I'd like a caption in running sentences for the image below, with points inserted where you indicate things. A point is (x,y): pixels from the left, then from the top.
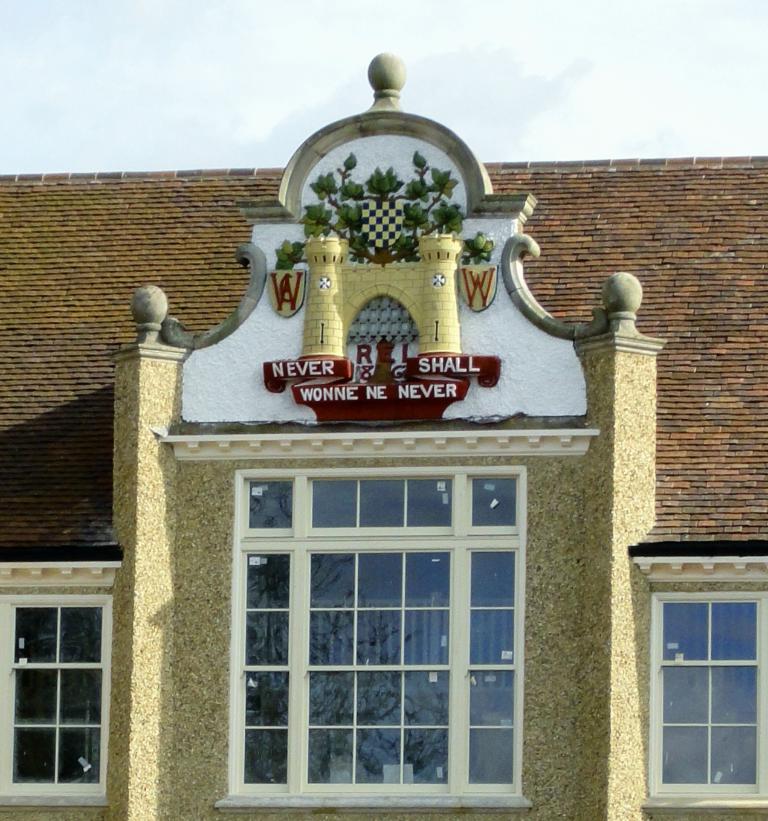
In this image I can see a building (439,457). I can see windows (518,666). I can see some text (413,382). At the top (60,48) I can see clouds (388,11) in the sky (351,73).
